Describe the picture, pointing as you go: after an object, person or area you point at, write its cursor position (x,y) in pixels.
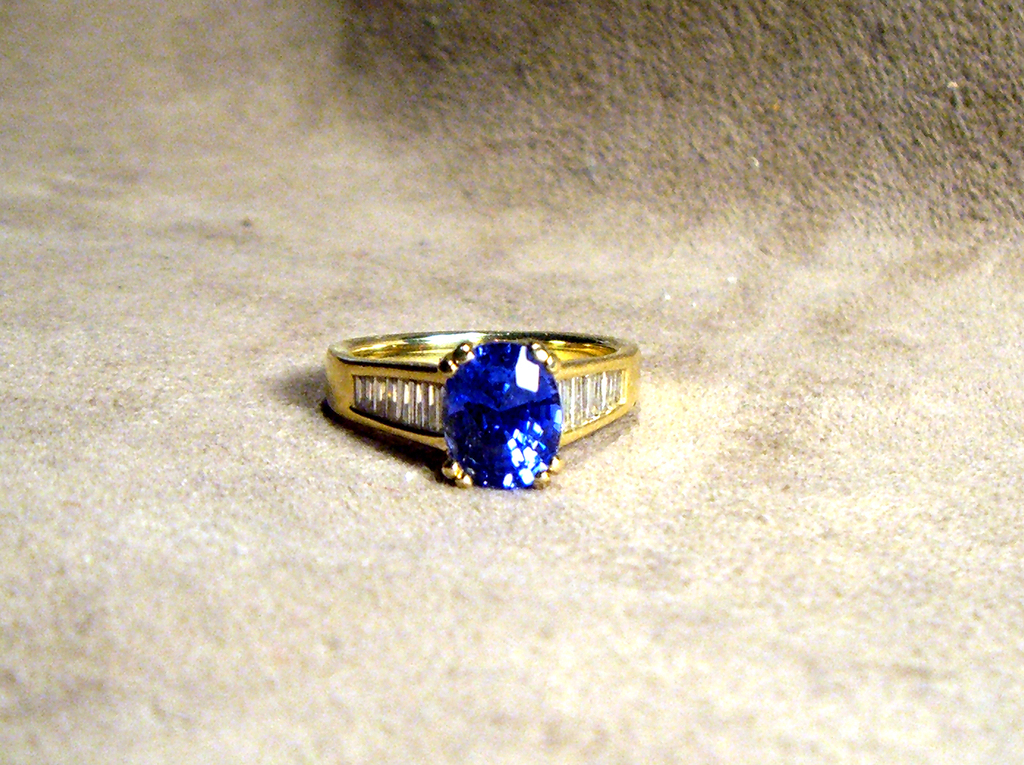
In this picture we can see a gold ring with a blue stone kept on the ground (206,292).
